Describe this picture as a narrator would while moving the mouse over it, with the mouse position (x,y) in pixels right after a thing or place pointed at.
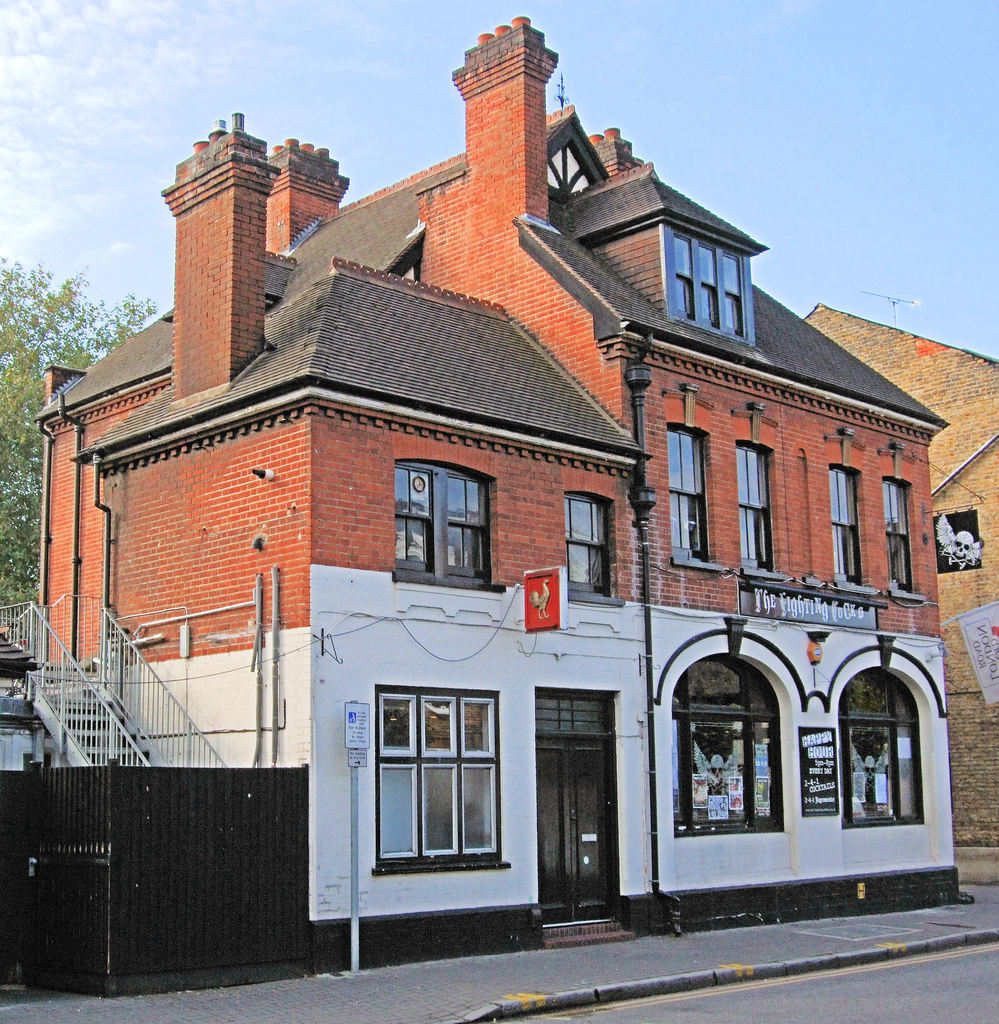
In this image we can see a house (409,544) with roof (458,401), windows (464,542), board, stairs (141,654) and a fence (304,907). On the backside (33,476) we can see a tree (20,370) and the sky (116,109) which looks cloudy.
